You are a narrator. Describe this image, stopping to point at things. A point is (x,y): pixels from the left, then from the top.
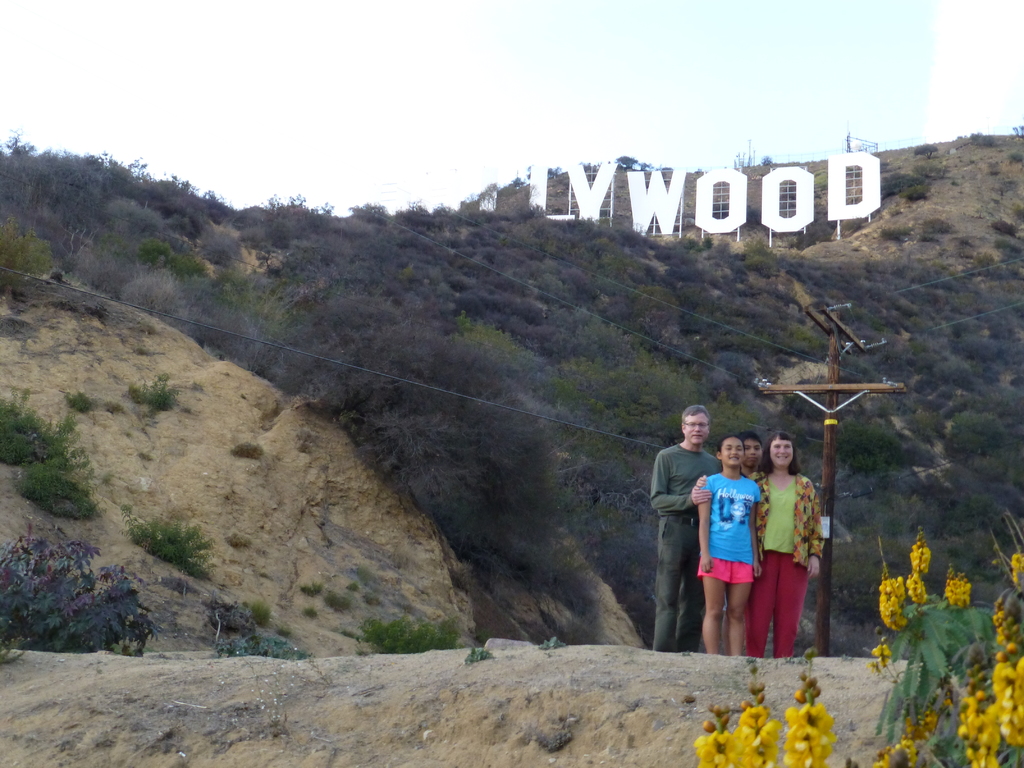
In the image there are a group of people (686,463) standing and posing for the photo, behind them there is a current pole (851,345) and in the background (301,332) there is a mountain (764,225) and on the mountain (577,252) there are big alphabet letters (700,195) and in the front (904,690) there is a flower plant (927,687) on the right side (969,662).
